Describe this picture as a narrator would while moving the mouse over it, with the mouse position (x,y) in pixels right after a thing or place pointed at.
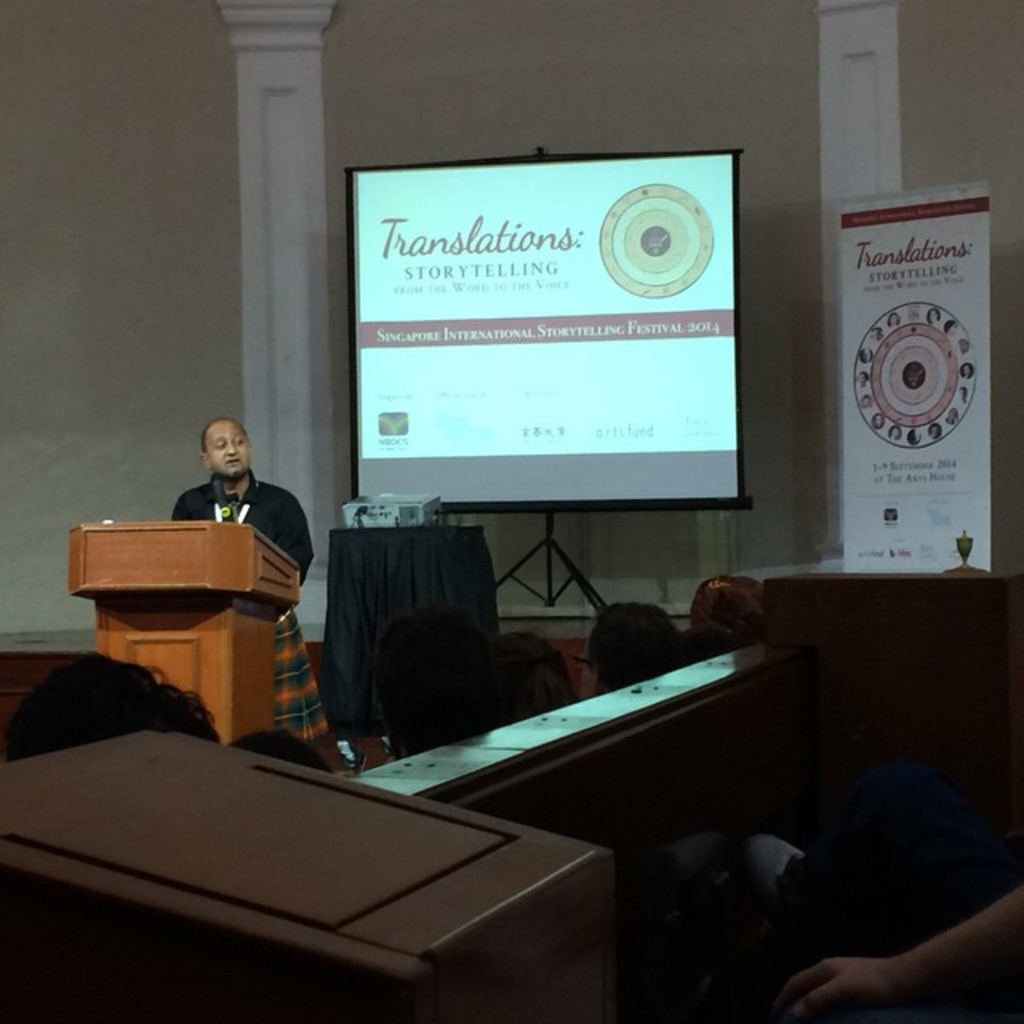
In this image, I see a man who is standing near to the podium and few people (108,682) over here. In the background (493,519) I see a projector screen (358,422), a hoarding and the wall (30,46).
